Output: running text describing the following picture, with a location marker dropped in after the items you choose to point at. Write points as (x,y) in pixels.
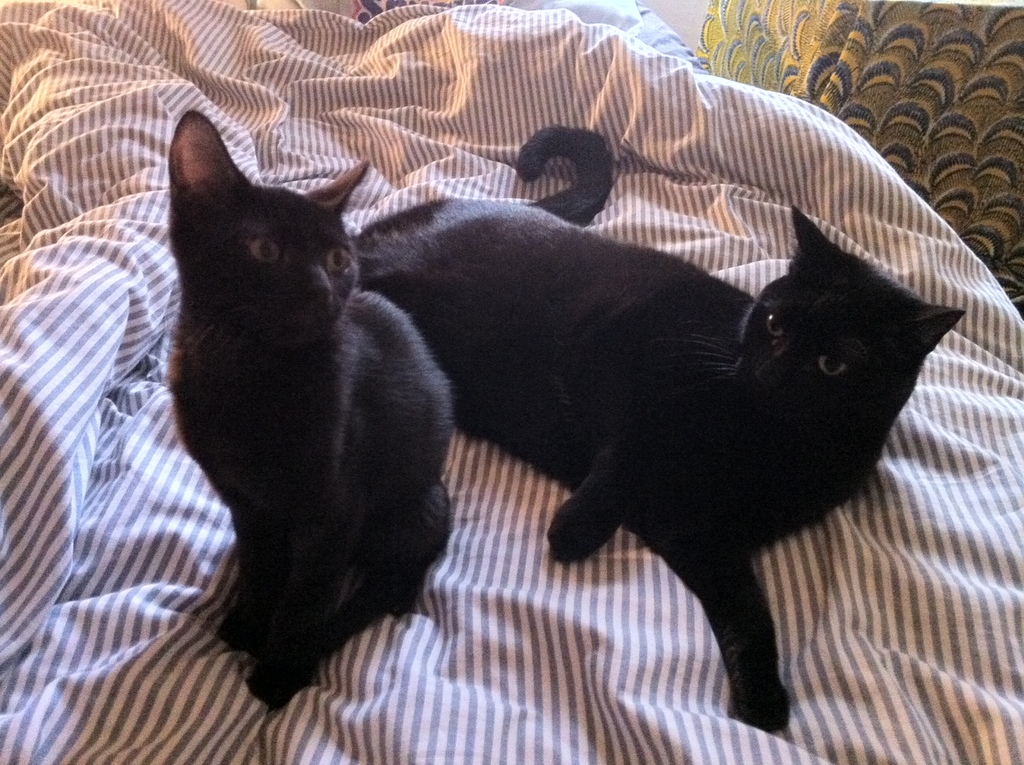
In this picture I can see 2 black color cats (338,281), which are on a cloth (123,528) which is of white and brown color and I see another on the top right corner of this image (881,68).
